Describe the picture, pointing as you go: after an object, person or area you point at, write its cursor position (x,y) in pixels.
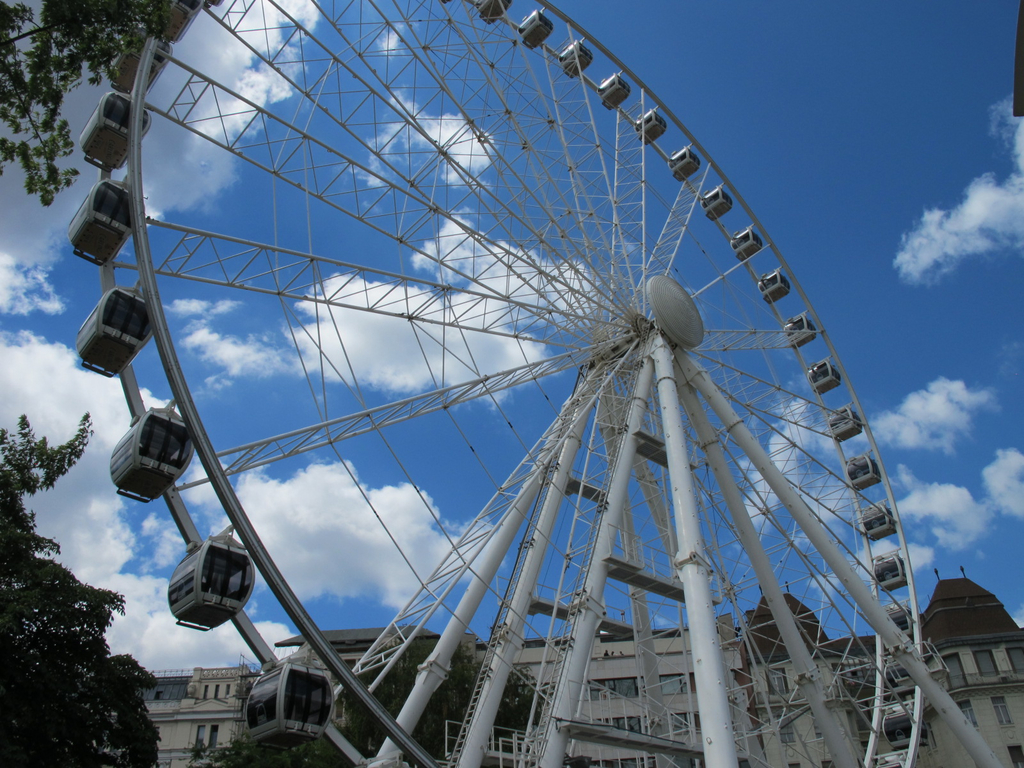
In this image in the front (439,303) there is a giant wheel (711,708) which is white in colour. On the left side (25,639) there are leaves (36,601). In the background (633,712) there is a building (232,711) and the sky (976,377) is cloudy.
